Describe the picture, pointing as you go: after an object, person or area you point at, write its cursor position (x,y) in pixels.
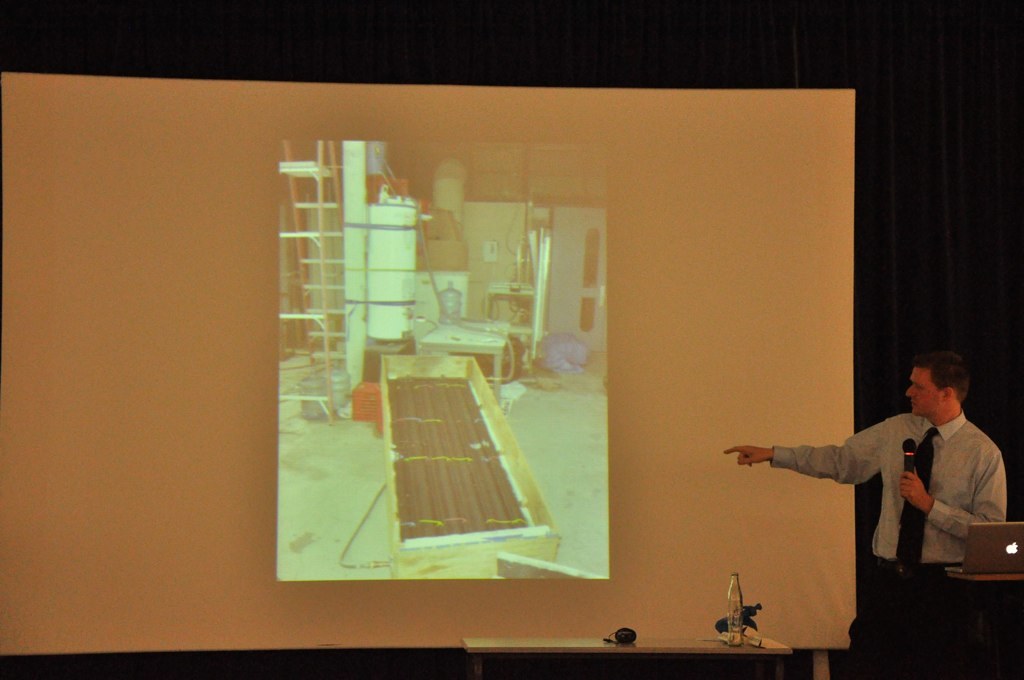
On the right side of the image (930,600) we can see a man (926,617) standing and holding a mic (903,461) in his hand (904,475), before him there is a table (978,571) and we can see a laptop (984,546) placed on the table (997,581). In the center (644,229) there is a screen (720,493). At the bottom (730,655) there is a stand (488,646) and we can see things (751,627) placed on the stand (646,641).
